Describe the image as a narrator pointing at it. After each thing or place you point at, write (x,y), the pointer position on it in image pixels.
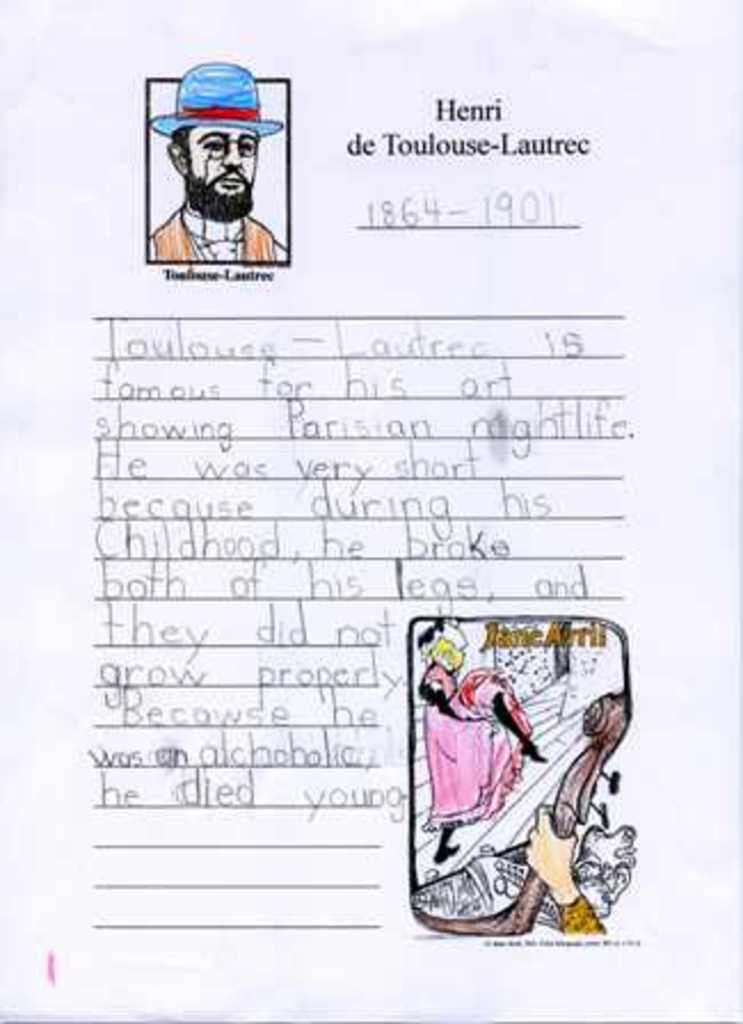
In this image I can see a paper (64,263) which is white in color and on it I can see a picture (183,212) of a person (216,202) and picture (505,736) of a woman (471,715) wearing pink colored dress (453,728). I can see something is written on the paper (269,544) with pencil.
